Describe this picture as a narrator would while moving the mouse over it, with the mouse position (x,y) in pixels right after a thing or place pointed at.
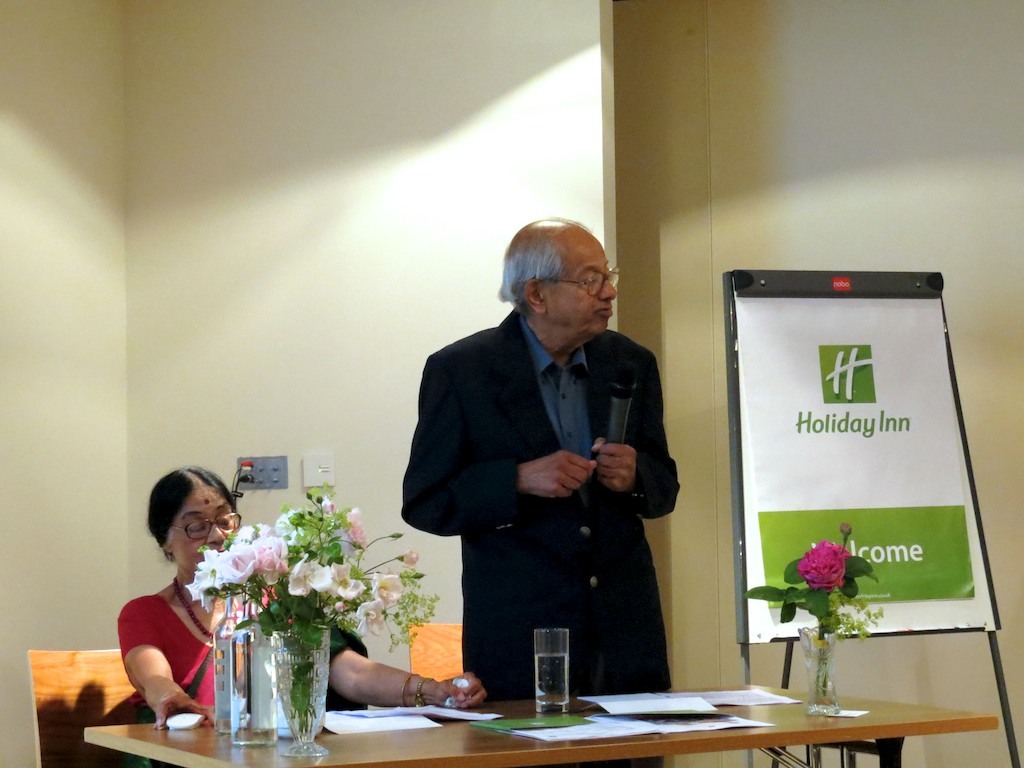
This picture describes about two people (209,518), in the left side of the given image a woman (195,653) is seated on the chair (97,653), in the middle of the image (603,403) a man (575,384) is standing and he is holding a microphone (620,406) in his hands (626,444), in front of them we can see books (630,712), glasses (538,649), flower vase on the table (391,745) besides to him we can see a hoarding (786,495).
